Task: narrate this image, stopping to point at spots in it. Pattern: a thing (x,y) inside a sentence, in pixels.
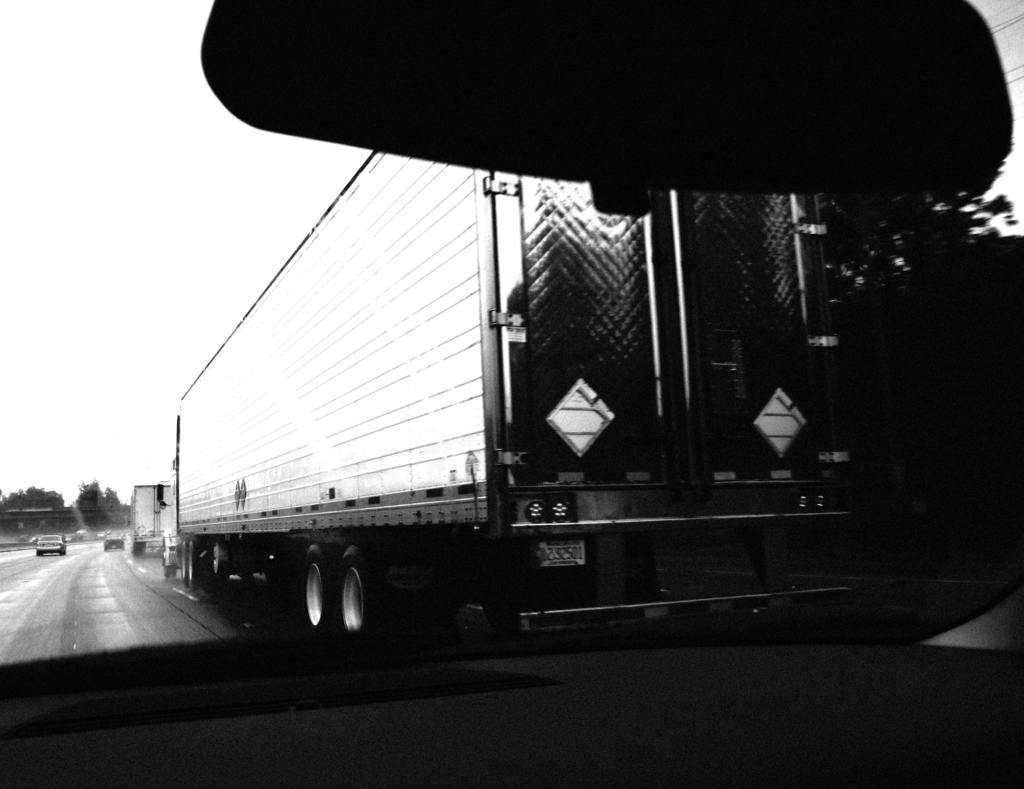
This picture is a black and white image. In this image we can see through the car glass (234,242), one black object (589,154) at the top of the image (627,105), some trees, some vehicles (572,444) on the road (158,594), one object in the car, right side of the image (956,324) is dark, the background (80,518) is blurred and at the top (229,232) there is the sky (87,360).
